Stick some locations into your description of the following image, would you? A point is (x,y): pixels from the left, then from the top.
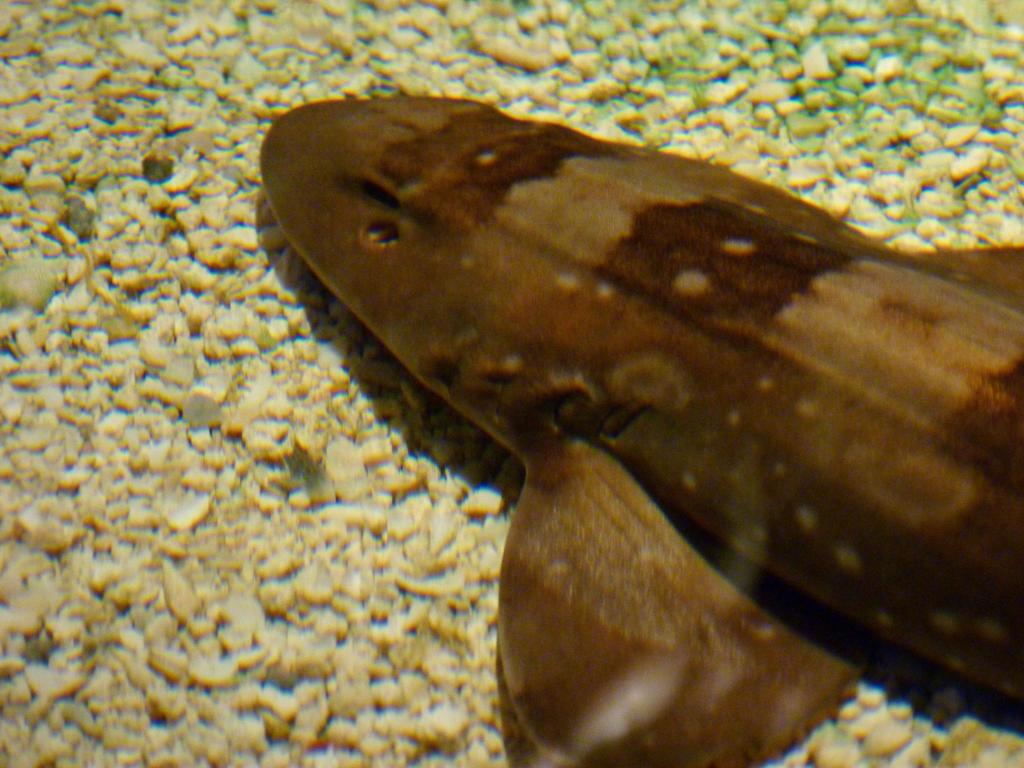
In this picture we can see a fish (560,359) and stones (251,360).
